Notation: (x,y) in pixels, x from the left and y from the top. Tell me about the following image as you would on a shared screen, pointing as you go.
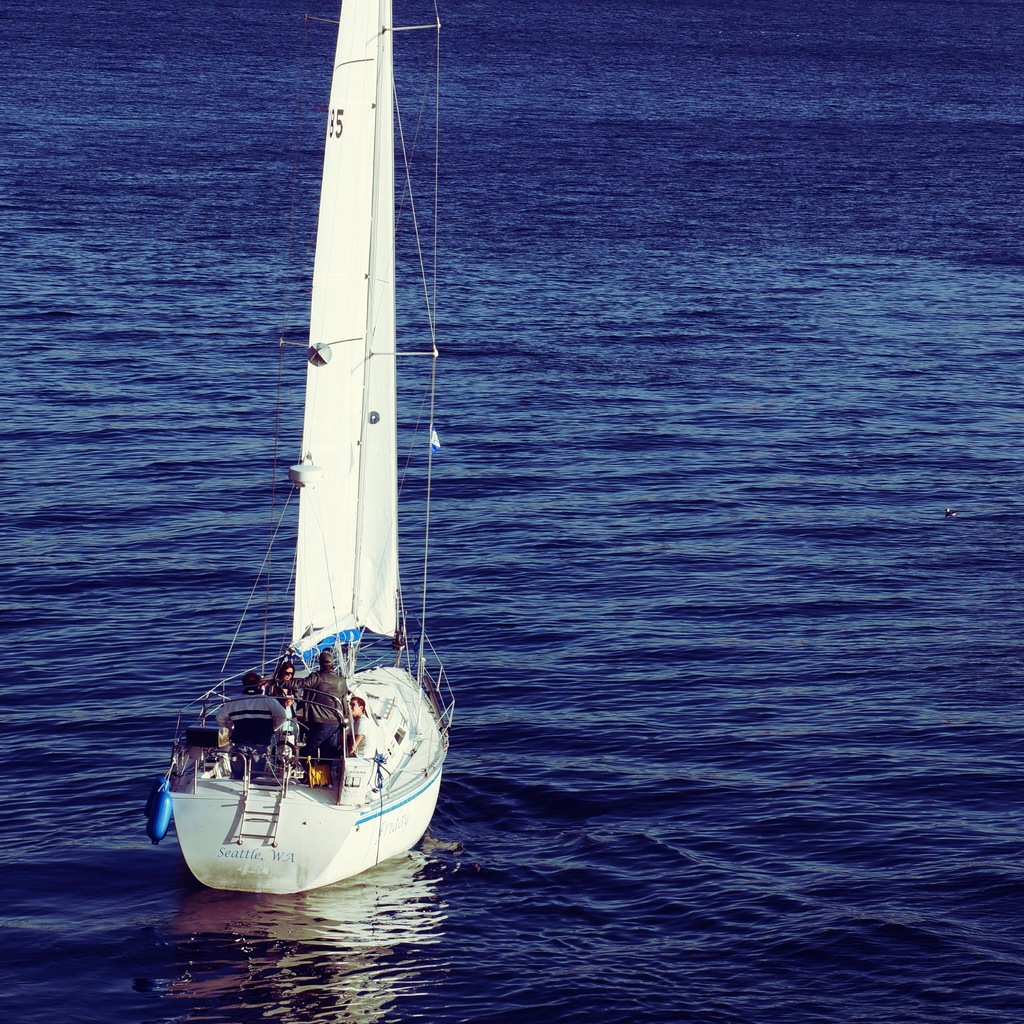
In this image there is a boat (382,394) and water (721,463). In the boat (337,652) there are people (328,681) and objects (344,639).
